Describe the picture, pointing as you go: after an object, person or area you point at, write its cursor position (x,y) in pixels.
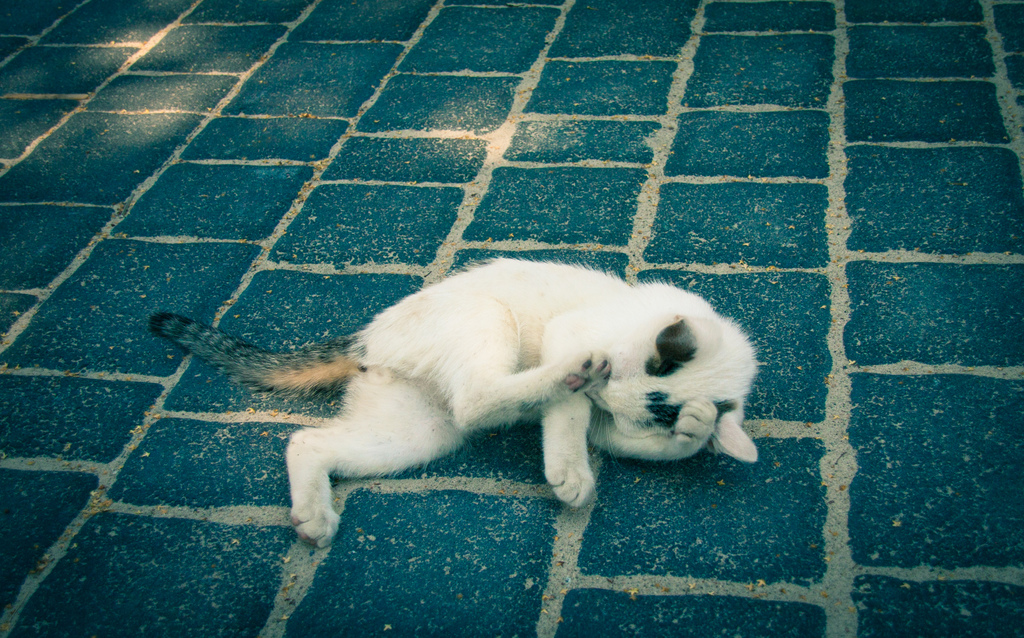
In this image there is a cat (592,432) lying on the floor (489,544).
